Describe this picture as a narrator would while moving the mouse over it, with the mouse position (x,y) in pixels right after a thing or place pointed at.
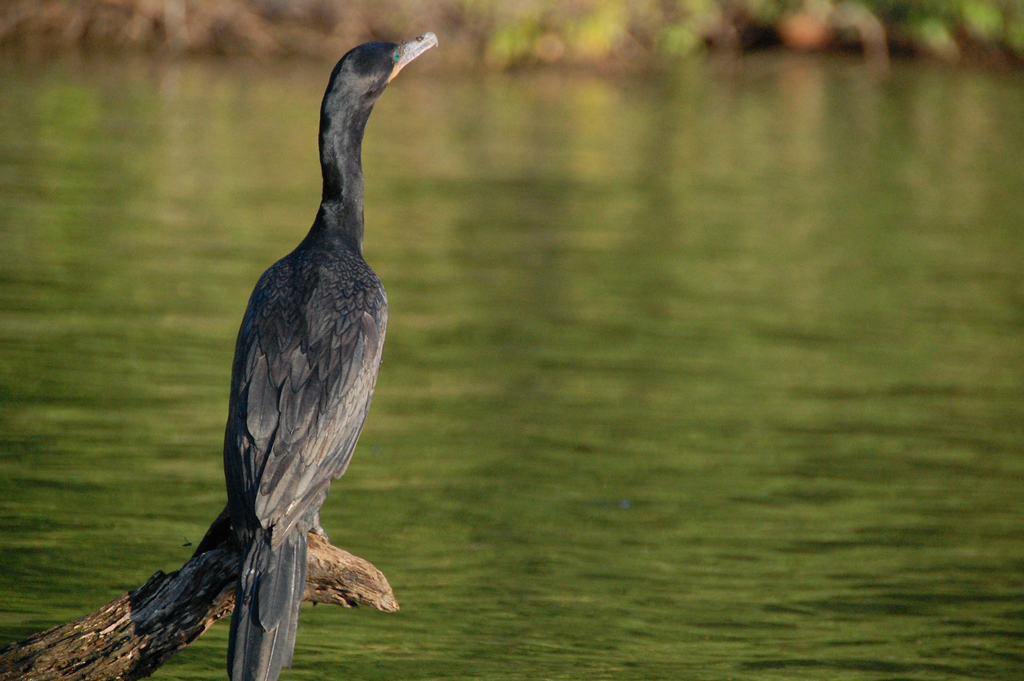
In this image we can see a bird (301,533) on a wood log (338,575). At the bottom of the image (715,484) we can see water (933,219). At the top of the image (631,13) we can see some plants (626,27).
